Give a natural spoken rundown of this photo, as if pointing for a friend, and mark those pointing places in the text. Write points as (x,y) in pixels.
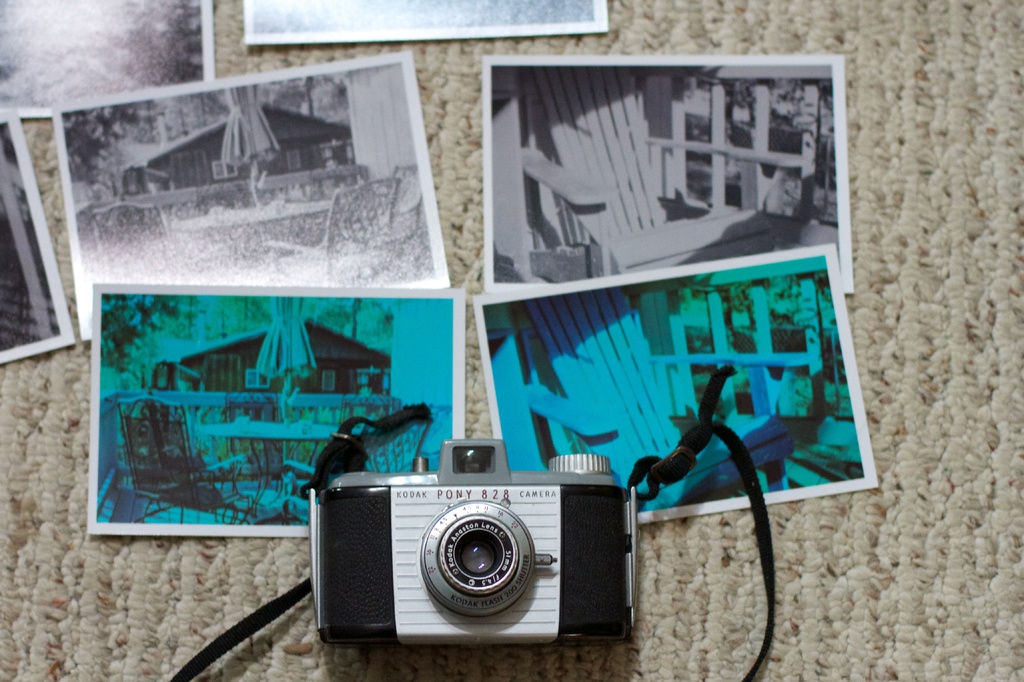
In this image I can see the camera (628,620) and few photos (735,251) and I can see the cream color background (911,124).
